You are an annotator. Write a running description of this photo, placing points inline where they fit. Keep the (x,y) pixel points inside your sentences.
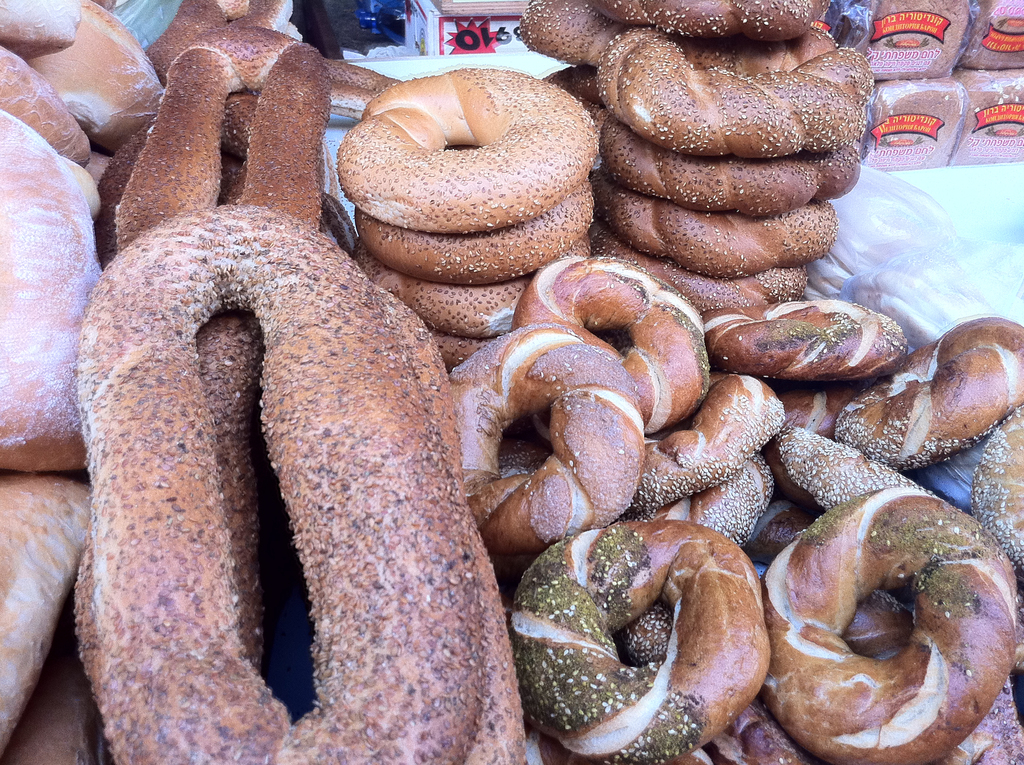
In the foreground of this picture (381,435), there are many bagels (662,497) and breads (672,531) on the table (272,640). In the background (949,25), we can see a table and bread packets (1012,47).
